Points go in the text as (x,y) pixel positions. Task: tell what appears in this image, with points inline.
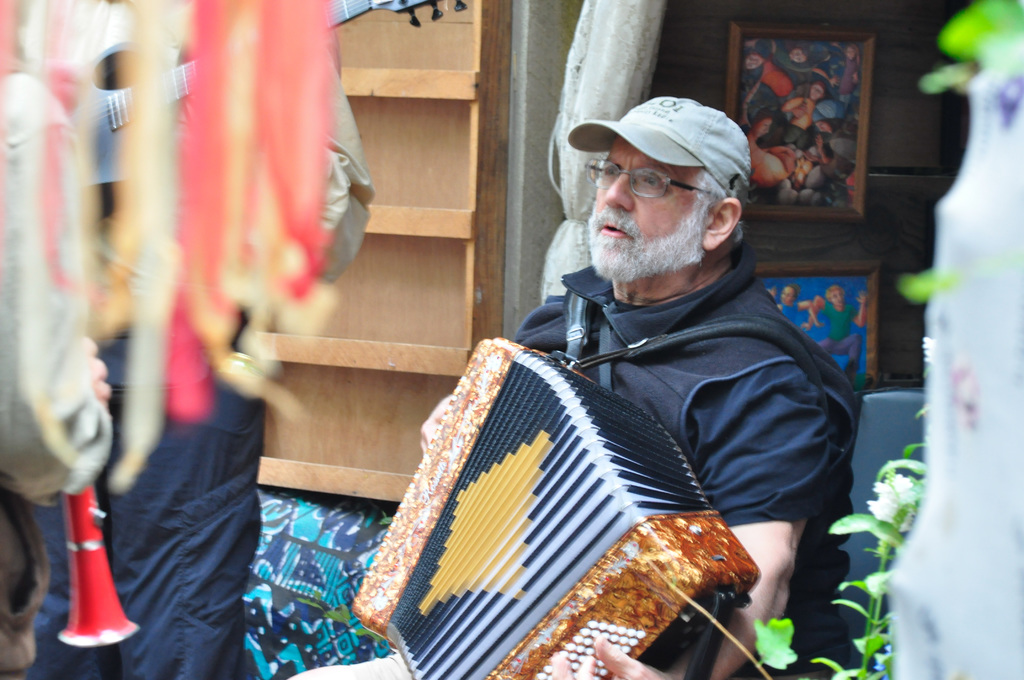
In this image we can see a man (608,240) is playing a musical instrument (608,438) and carrying it on his shoulders (550,325). On the left side (290,378) we can see two persons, musical instruments (90,542), wooden object (391,227), curtain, plants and frames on the wall (912,231).
